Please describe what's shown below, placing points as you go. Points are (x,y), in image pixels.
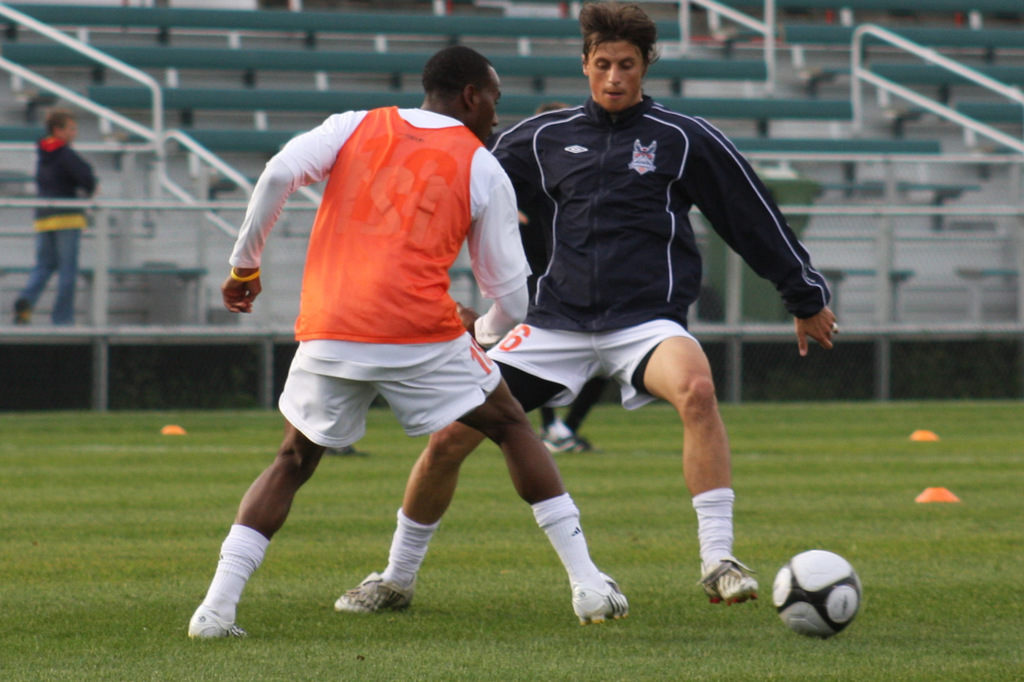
In this image in the front (462,221) there are persons (504,285) playing. In the background (86,192) there is a man (72,222) walking and there are chairs (288,92) which are empty and there is grass (793,454). In the front (850,588) there is a ball (807,595) and there are orange colour objects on the ground (940,462) and there are railings (126,61) which are white in colour.
